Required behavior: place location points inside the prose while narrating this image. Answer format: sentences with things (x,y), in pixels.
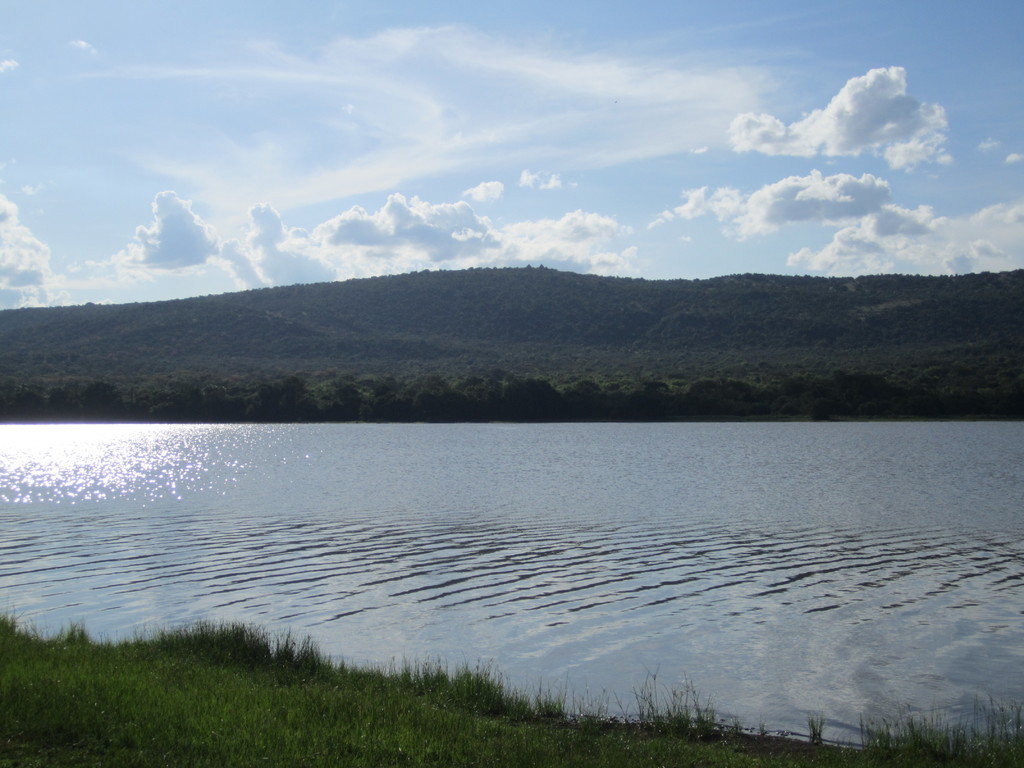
In this image we can see a lake (487,466) with some grass (305,695) beside it. On the backside (362,403) we can see a group of trees (595,393), hill (819,315) and the sky (529,187) which looks cloudy.
